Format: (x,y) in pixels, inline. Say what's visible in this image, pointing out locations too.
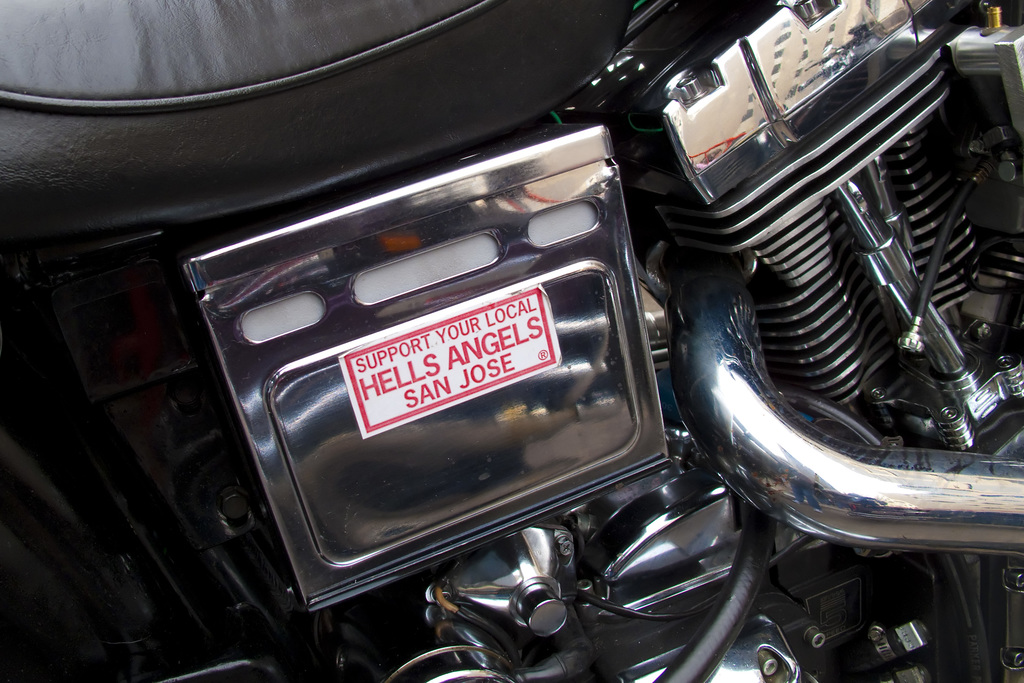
In this image we can see some parts (236,309) of a motorcycle (611,433).
